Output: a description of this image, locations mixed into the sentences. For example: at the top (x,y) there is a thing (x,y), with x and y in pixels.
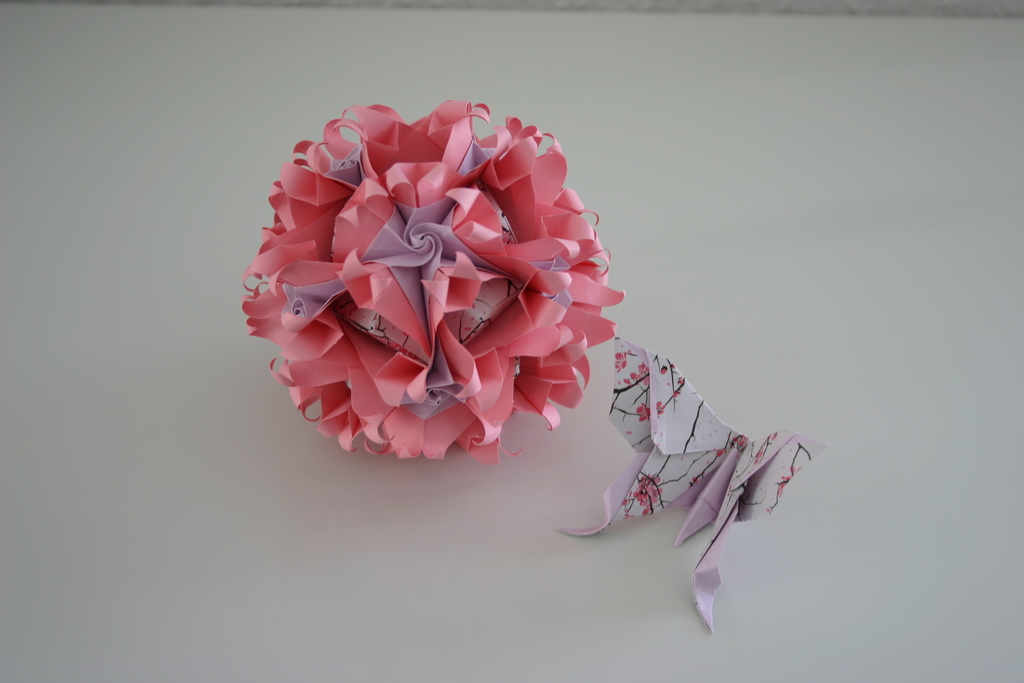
In this picture we can see designed paper flower (479,237). Beside that we can see paper butterfly (802,467) on the table (837,581).
